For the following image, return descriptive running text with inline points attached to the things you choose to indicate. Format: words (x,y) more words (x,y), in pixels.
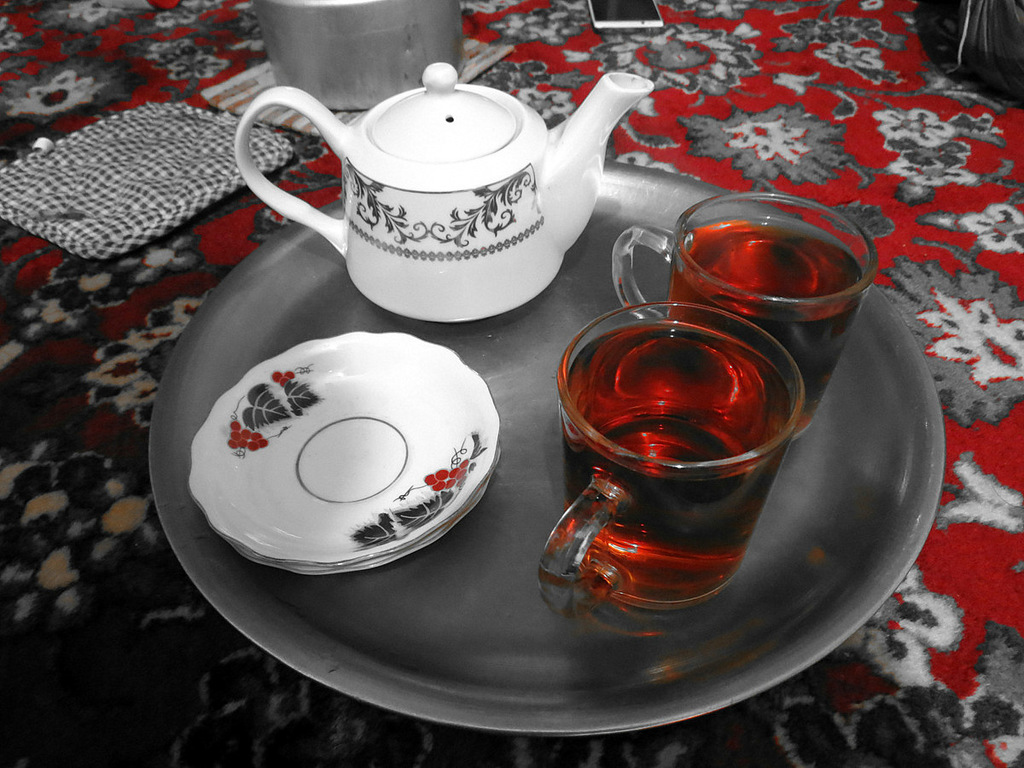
This image consists of a plate (876,424) in which kettle (484,233), saucer (433,453), tea cups (703,542) are kept and a table cloth (220,118), vessel (457,61), mobile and a bag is visible which is kept on the carpet (137,381). This image is taken inside a room (533,503).
